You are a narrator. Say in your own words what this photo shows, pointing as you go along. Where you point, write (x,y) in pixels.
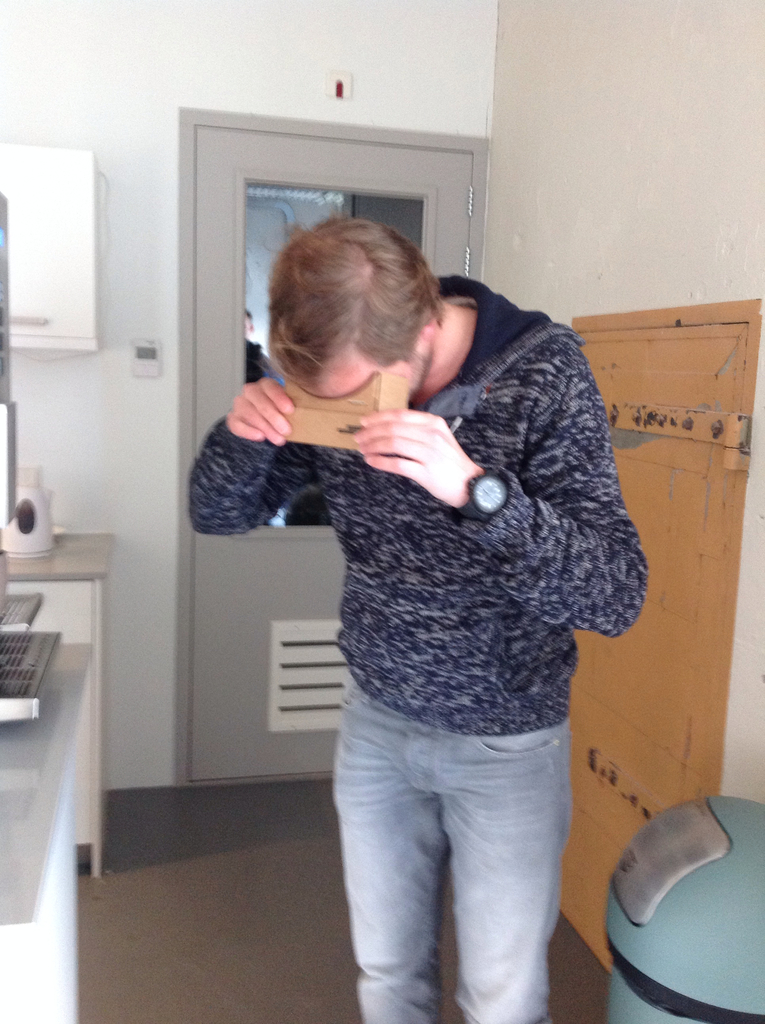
In this image a person (446,850) is standing on the floor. He is holding an object (346,399) in his hand (399,428). Left side (68,667) there is a cabinet (60,757) having few objects (29,690) on it. A cupboard (69,323) is attached to the wall (78,107) having a door (718,465). Right bottom there is an object (735,920) on the floor (335,924).
